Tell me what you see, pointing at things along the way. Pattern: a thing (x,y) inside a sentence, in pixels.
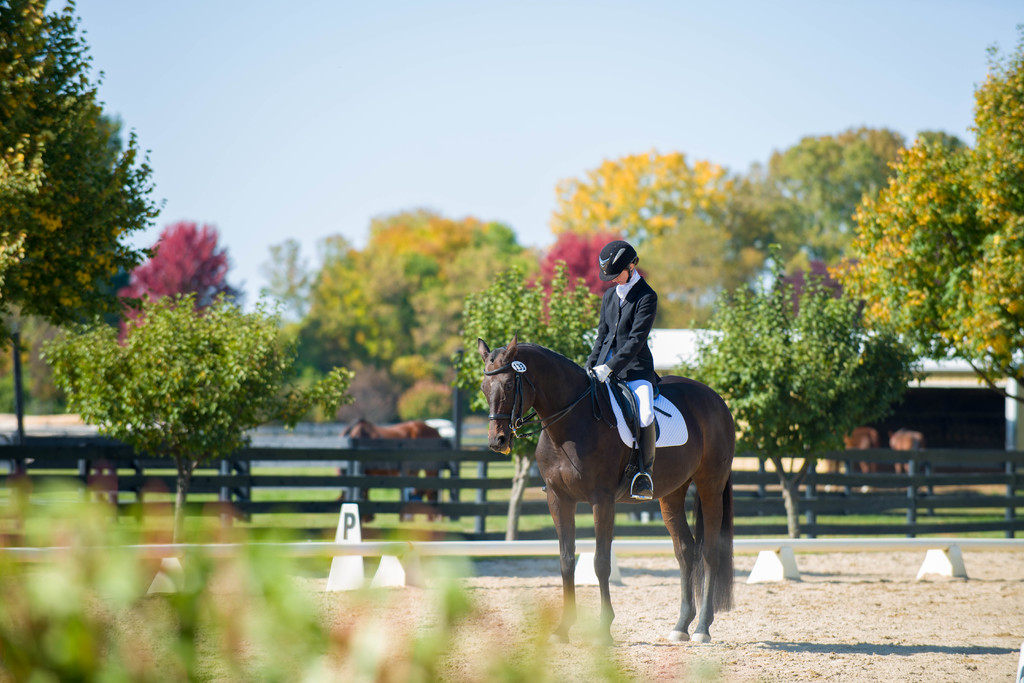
In the center of the image (636,349) we can see a person (620,352) is sitting on a horse (606,412) and wearing a hat (618,268). In the middle of the image (426,360) we can see fencing (441,448), horses (362,432), trees (781,385), house (682,342) are present. At the top of the image (672,111) sky (702,102) is there. At the bottom of the image (809,630) ground (386,617) is there. In the middle of the image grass (209,514) is there.
